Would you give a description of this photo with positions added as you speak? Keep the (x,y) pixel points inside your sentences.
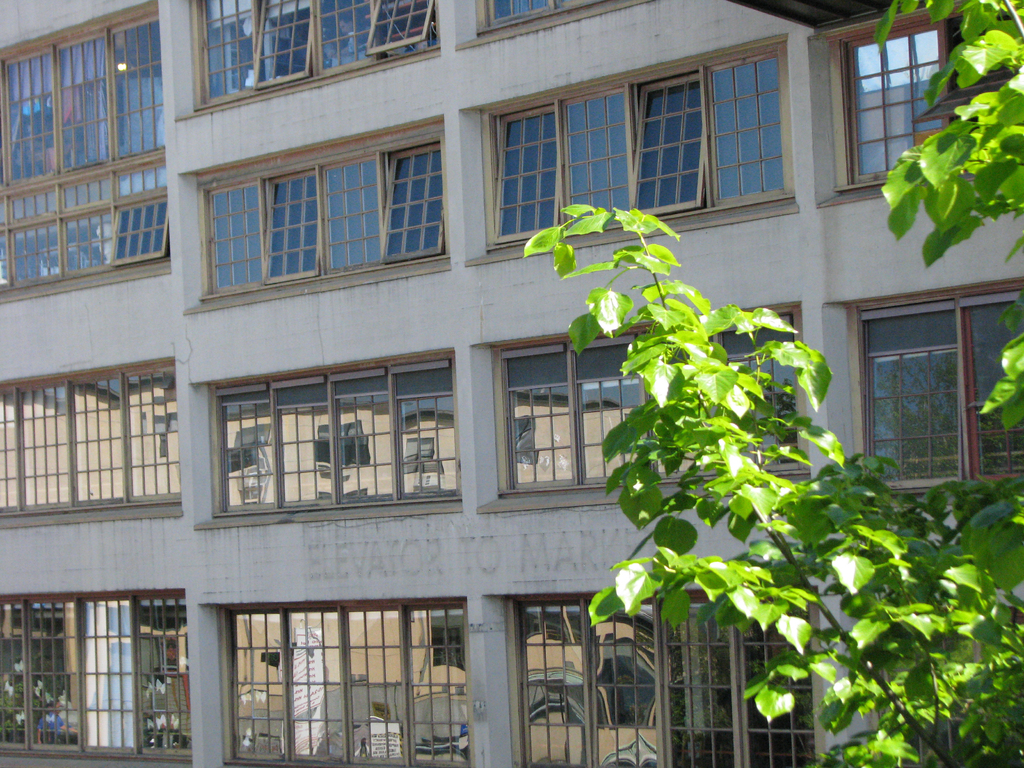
In the picture we can see a part of the building (482,732) with many windows (654,677) and glasses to it and beside it we can see a part of the plant (879,617).
